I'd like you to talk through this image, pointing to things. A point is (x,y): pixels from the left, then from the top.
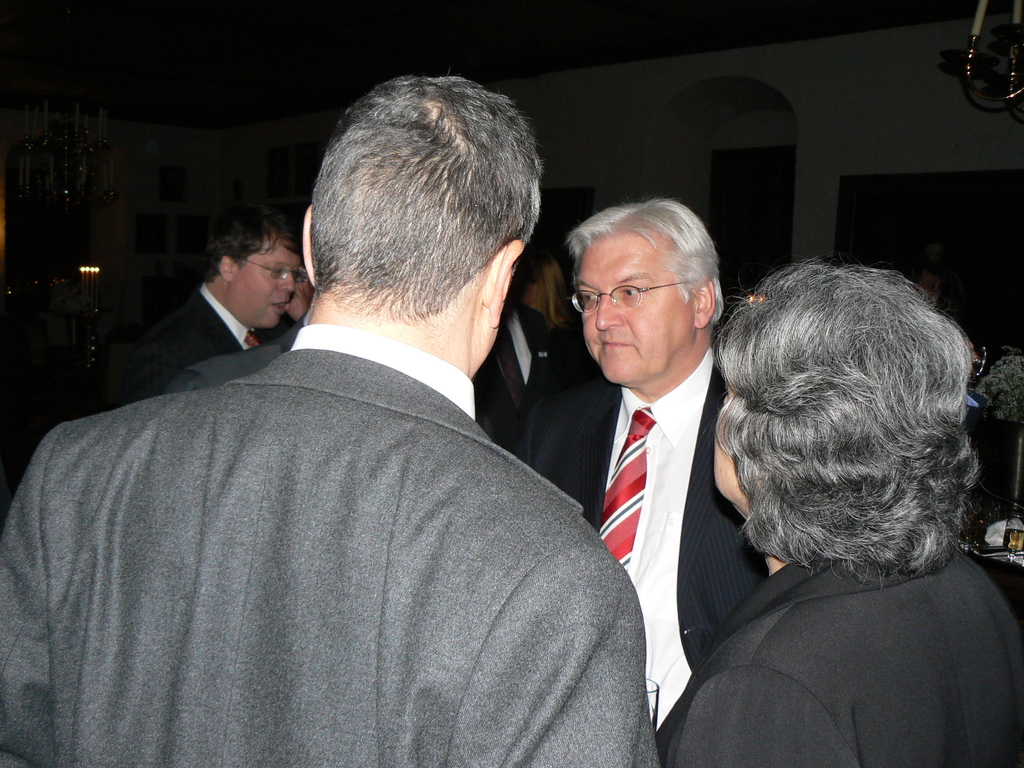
In this image we can see these people (790,321) wearing blazers (716,376) are standing here. The background of the image (824,91) is dark where we can see photo frames (274,162) on the wall (127,202) and candles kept on the stand (87,313).
